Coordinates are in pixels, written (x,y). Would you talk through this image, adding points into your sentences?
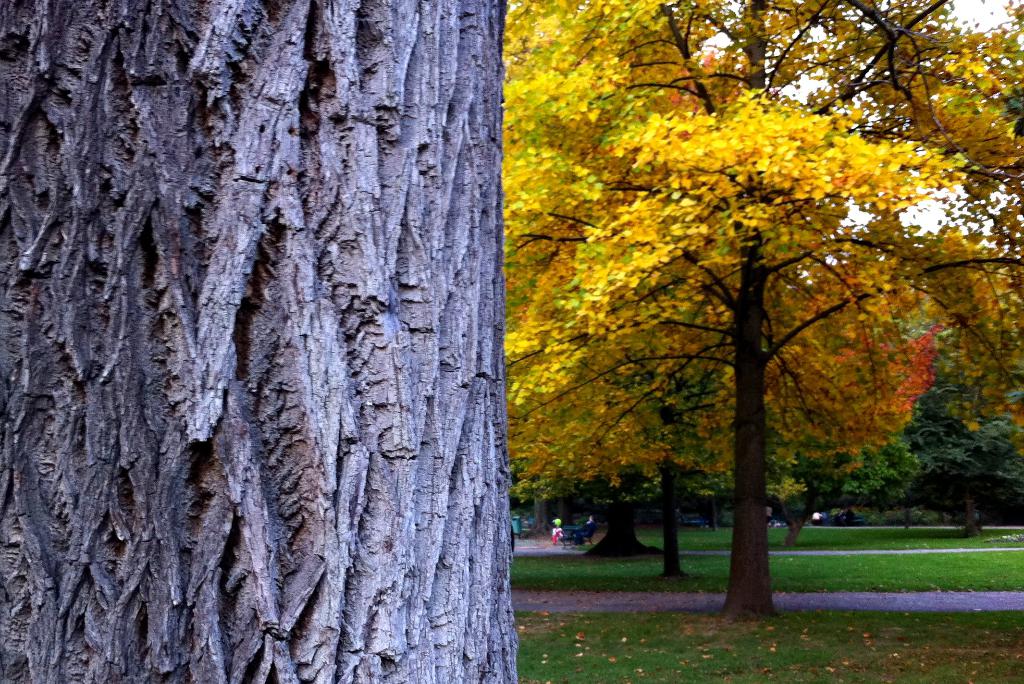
In this image I can see many trees (568,271). And these trees (518,253) are in yellow, orange and green color. And I can see the grass (689,625) on the ground (697,554).
